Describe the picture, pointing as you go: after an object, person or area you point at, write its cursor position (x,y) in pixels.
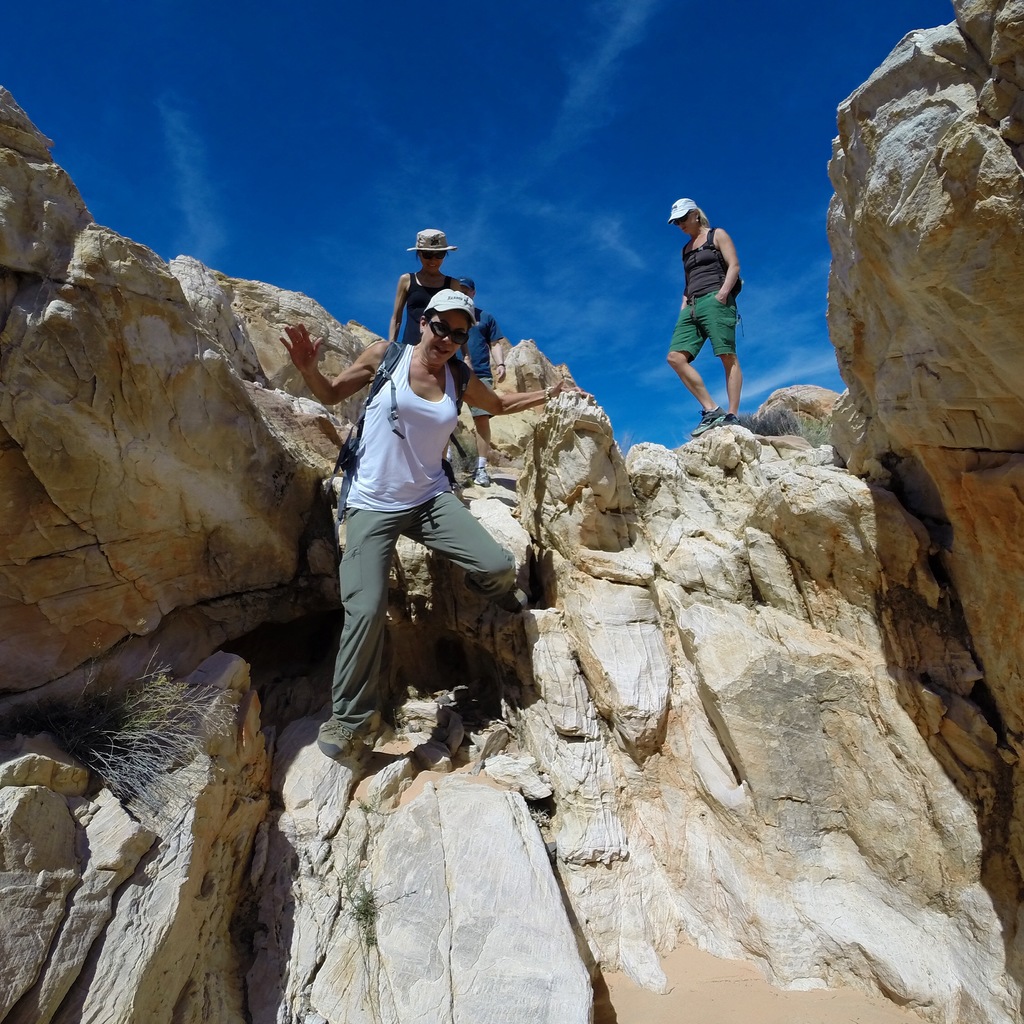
Here in this picture we can see rock outcrops (265,337) present on the ground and we can see people (474,572) standing on the rocks (571,510) over there and we can see all of them are carrying bags (393,417) and caps (442,251) with them and we can also see clouds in the sky (525,302) over there.
